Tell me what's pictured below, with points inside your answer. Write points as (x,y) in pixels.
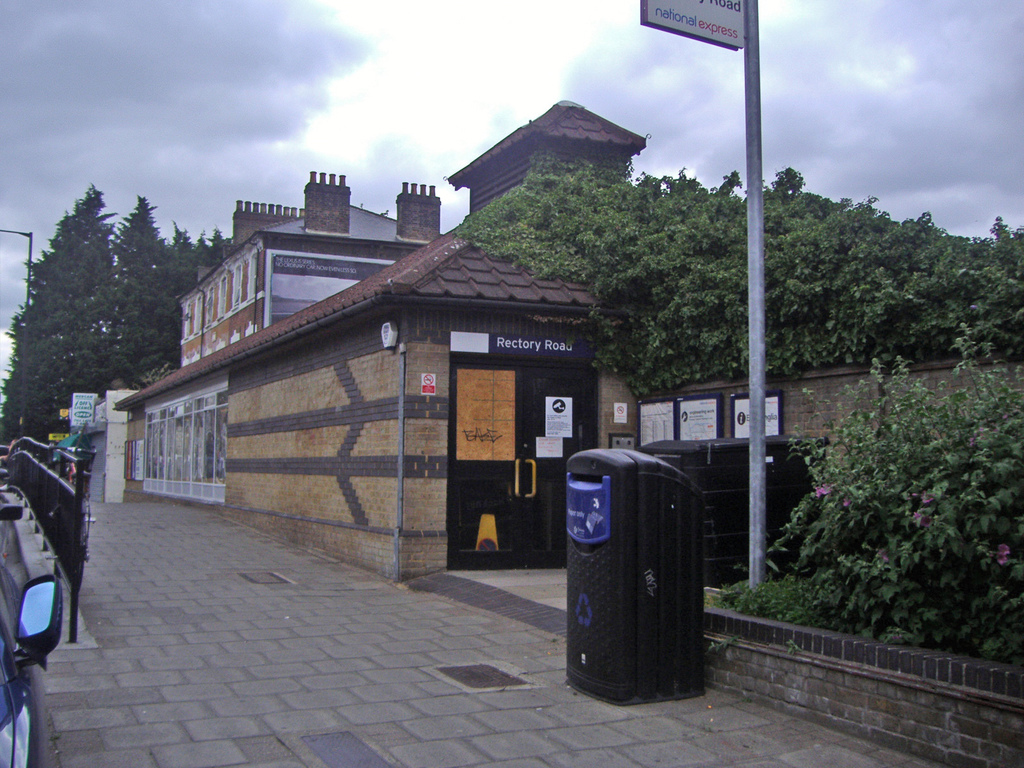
In this image, we can see houses (347,423), trees (1005,305), walls (1022,365), posters (644,428), doors (557,480), poles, dustbin (623,480), walkway (556,591), plants (1003,395) and flowers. On the left side (40,601) bottom, corner, we can see a vehicle side mirror (25,634). Background (875,84) we can see the cloudy sky (350,83). Here we can see name boards (699,22) and railing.
